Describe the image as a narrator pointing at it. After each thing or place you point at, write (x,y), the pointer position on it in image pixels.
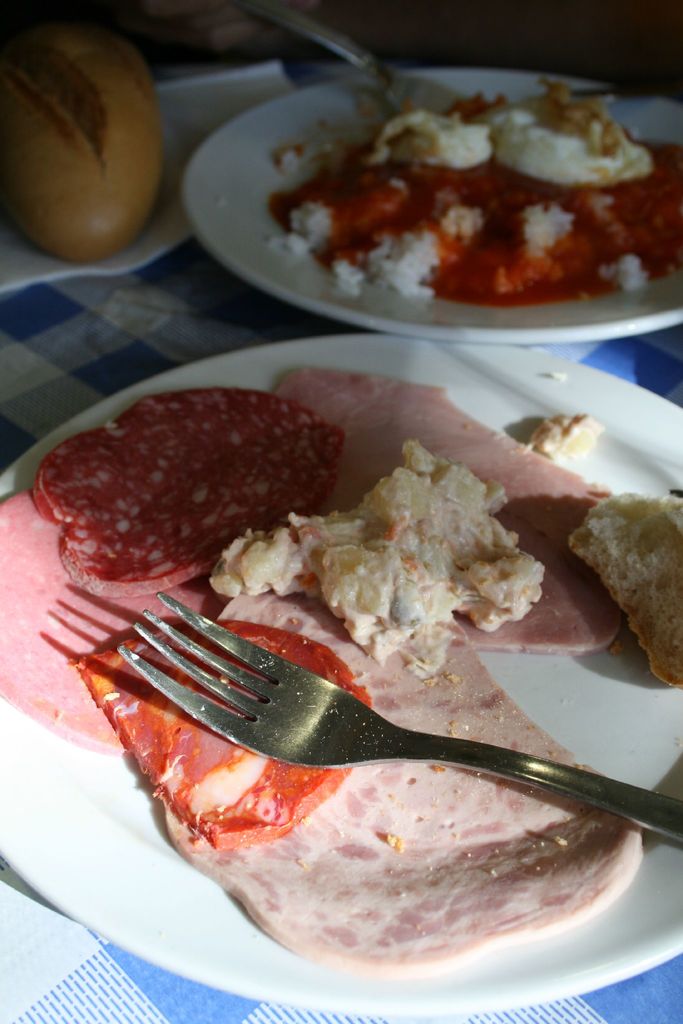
In this image, we can see some food items (374,690) in plates (640,774) are placed on some cloth (117,975). We can also see an object (118,129) in the top left corner (99,91). We can also see some forks (241,657).
